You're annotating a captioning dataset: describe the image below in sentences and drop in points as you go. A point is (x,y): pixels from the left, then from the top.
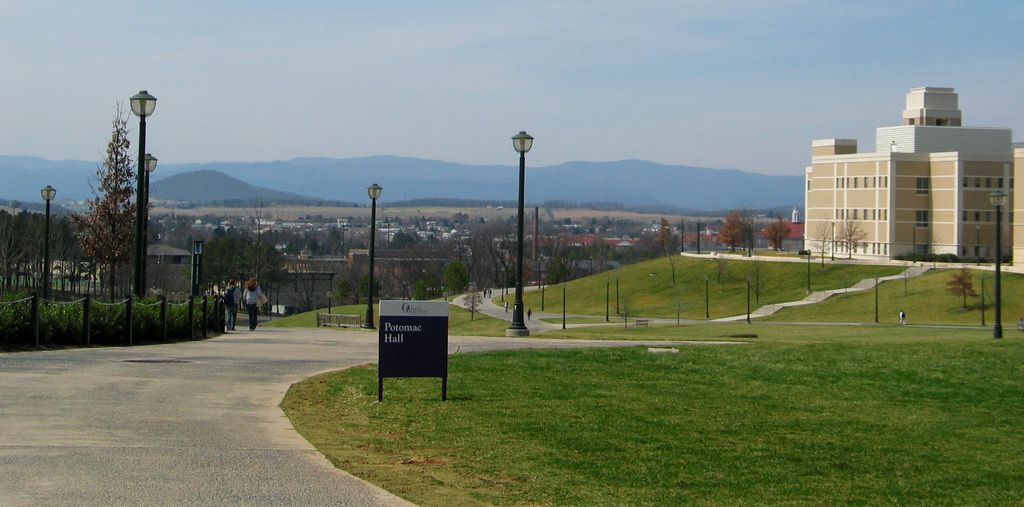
In the given image i can see a buildings (854,173) with windows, light poles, plants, fence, trees (401,268), people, grass (631,372), board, mountains (732,179) and in the background (464,97) i can see the sky (427,111).
